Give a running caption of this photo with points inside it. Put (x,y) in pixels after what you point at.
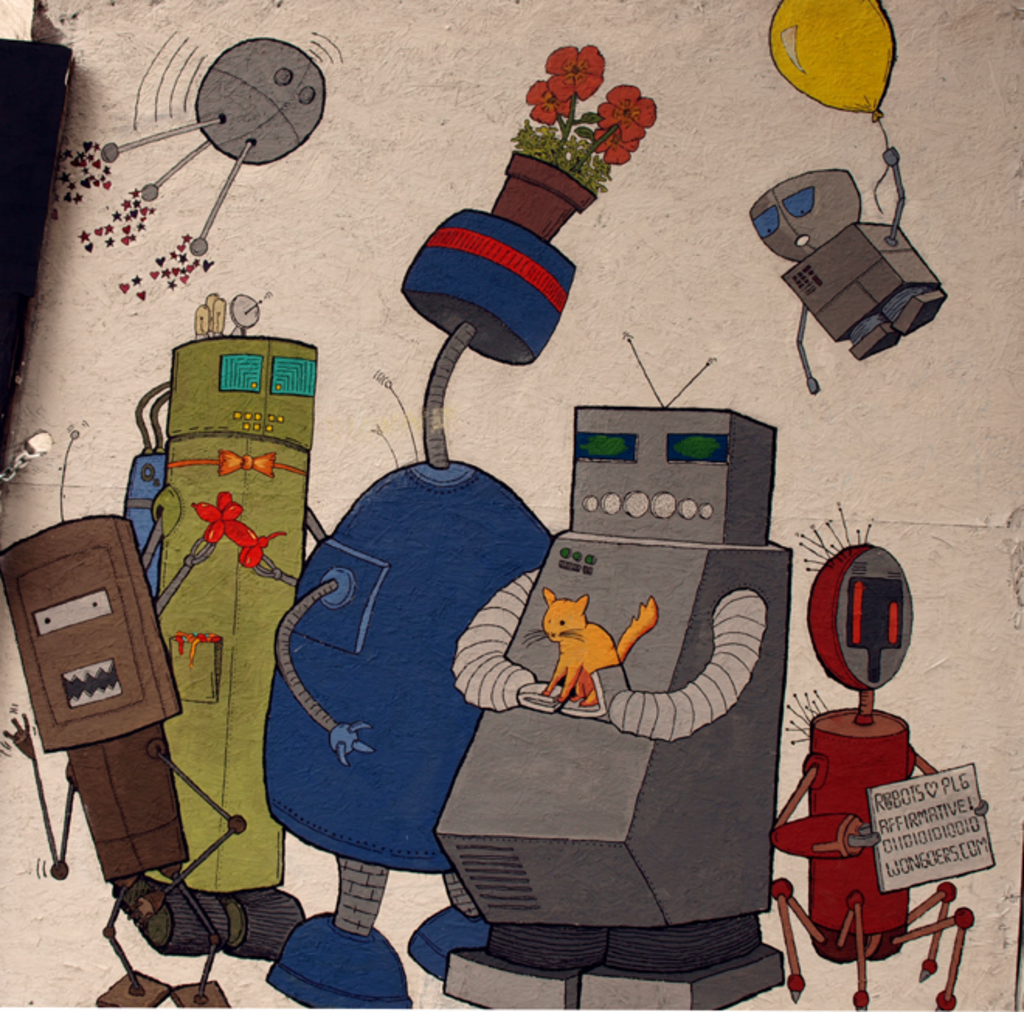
As we can see in the image there is wall (880,437). On wall (248,197) there is painting (319,644) of plant (577,180), electrical equipment (586,489), cat (590,633) and water pipe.
